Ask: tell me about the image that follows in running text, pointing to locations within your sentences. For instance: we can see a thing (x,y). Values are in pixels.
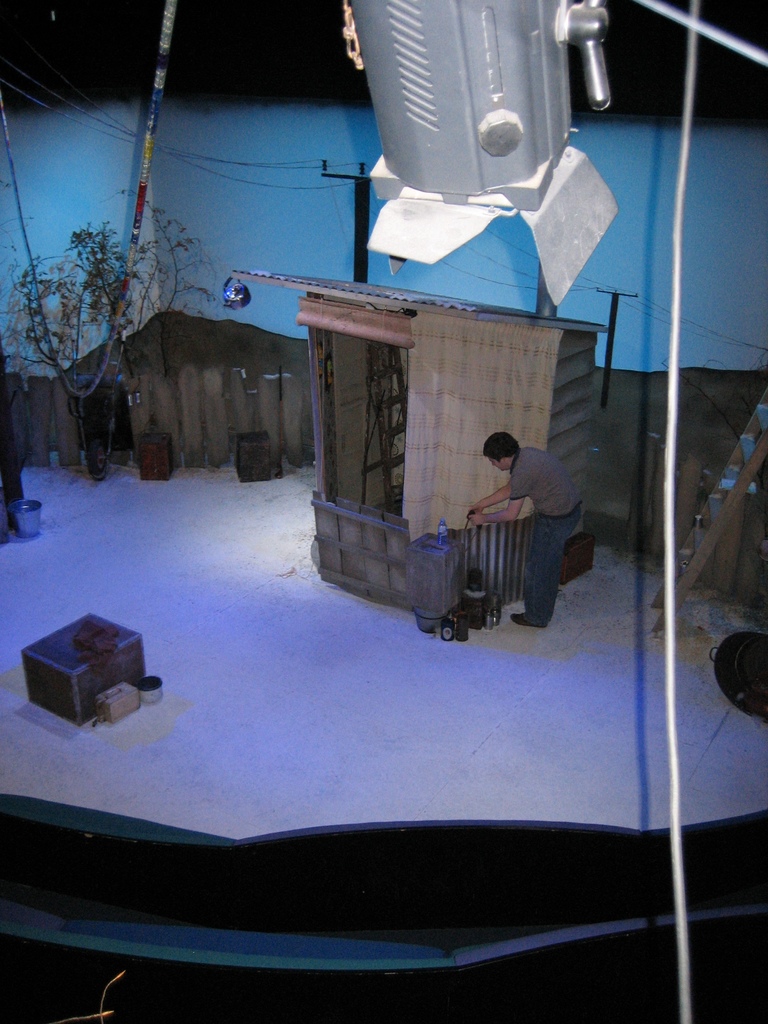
In this picture I can see a man (529,495) and looks like a small house (427,442) and I can see tree (92,272) and few wooden boxes (124,660) and a Ladder (729,497) on the right side (720,502) and I can see light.
